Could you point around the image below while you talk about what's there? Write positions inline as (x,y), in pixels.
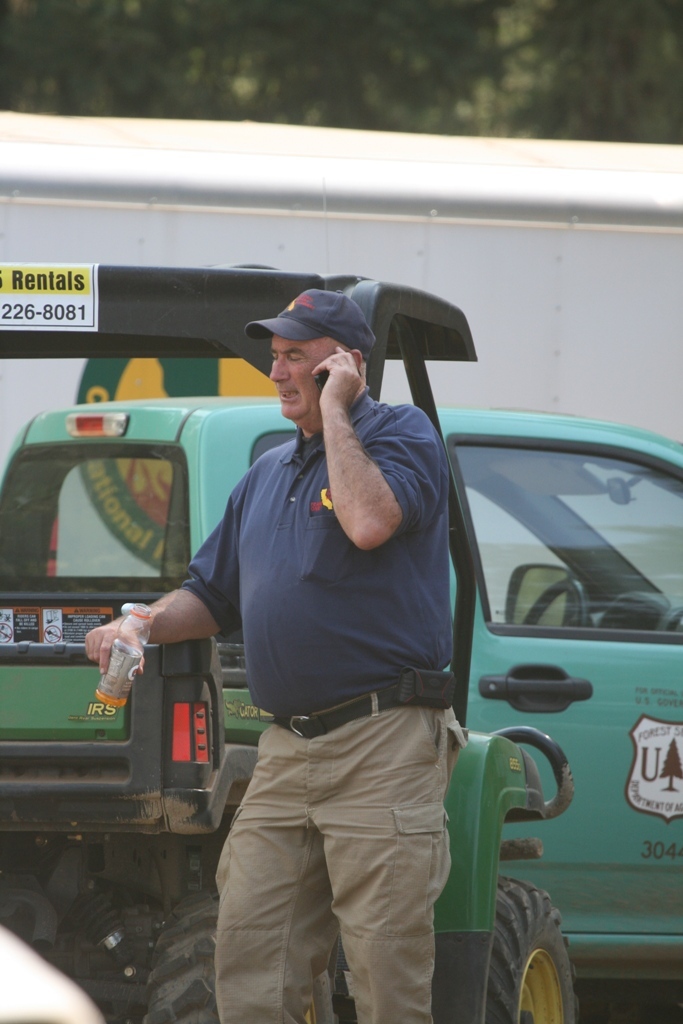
In this picture we can see a man (281,928) wore a cap (312,334) and holding a bottle (139,629) with his hand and standing, vehicles (555,444) and in the background (395,55) we can see trees (521,86).
